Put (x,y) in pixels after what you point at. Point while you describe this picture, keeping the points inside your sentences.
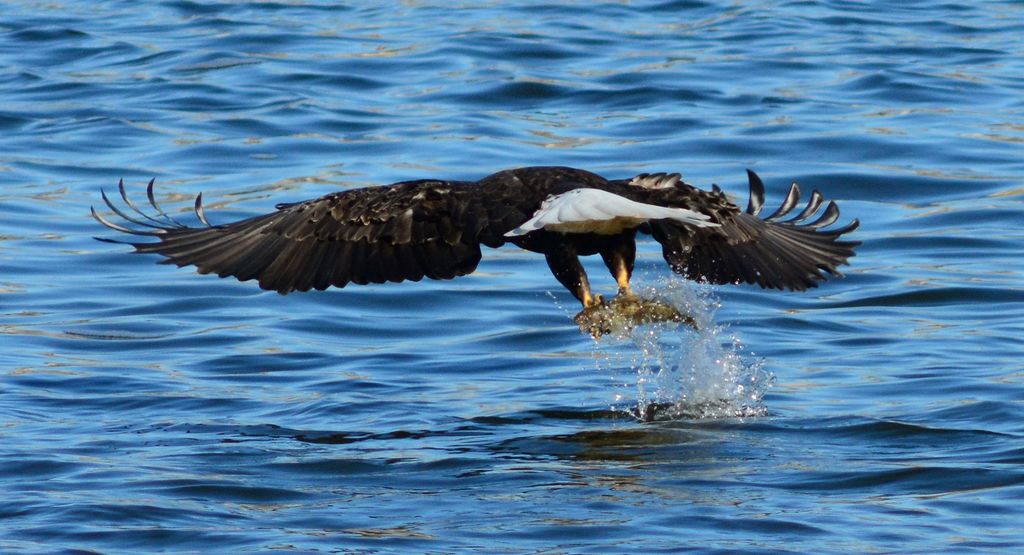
In this image there is a bird (476,257) flying above the river (682,389).
